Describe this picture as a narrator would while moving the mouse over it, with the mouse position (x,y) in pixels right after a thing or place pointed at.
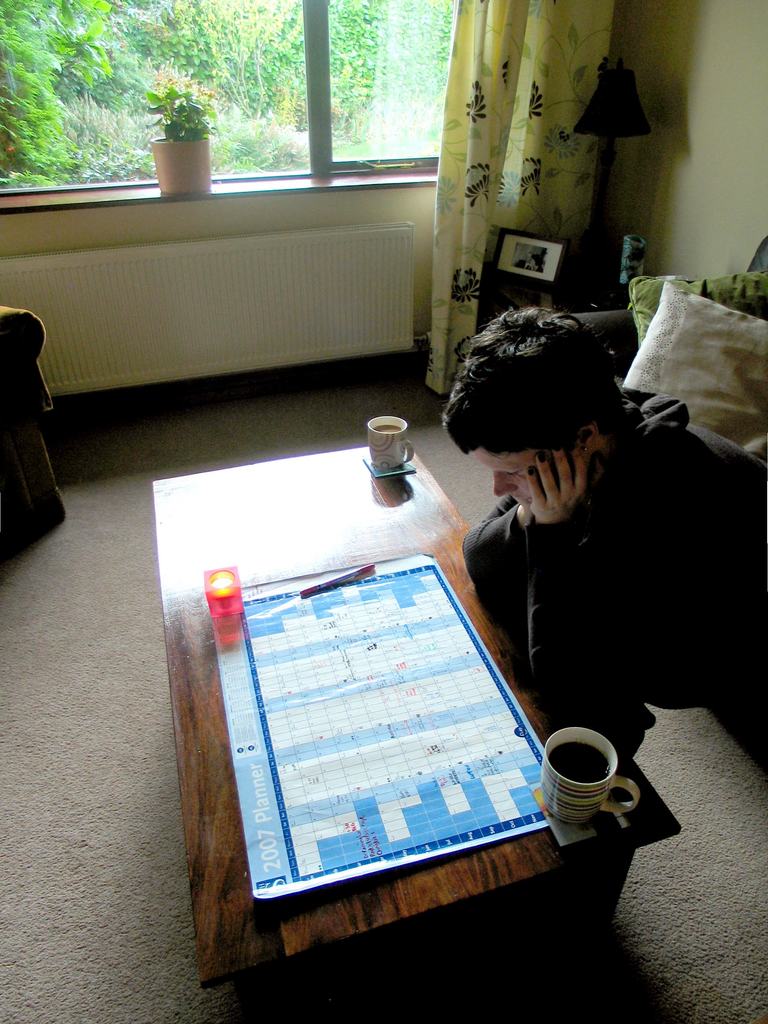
In this image we can see a person (565,607) sitting on the sofa (716,435) and there is a table (215,924). We can see mugs (567,799) and a paper (274,621) placed on the table (290,544). In the background (134,190) there is a window (262,135), house plant (180,183) and a curtain (582,39). We can see a stand (592,295) and there is a lamp (603,274) and photo frame (534,261) placed on the stand (533,295).
